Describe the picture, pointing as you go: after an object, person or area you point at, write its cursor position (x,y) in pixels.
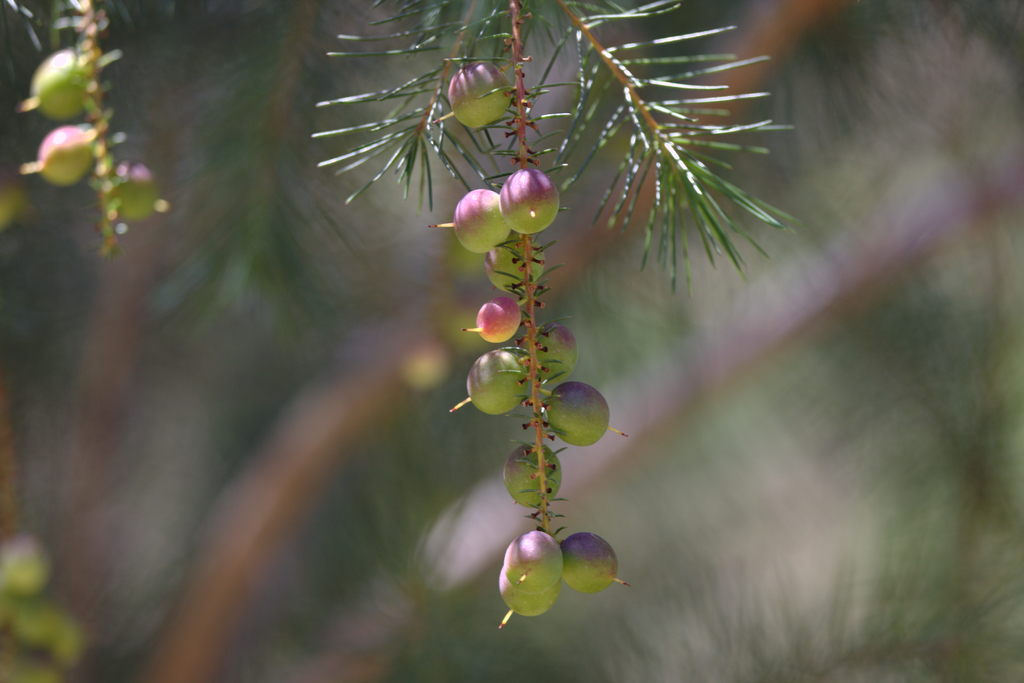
In this image we can see yew family tree (547,510) which has violet and green color fruits (495,213). In the background (668,532) the image is in a blur.
